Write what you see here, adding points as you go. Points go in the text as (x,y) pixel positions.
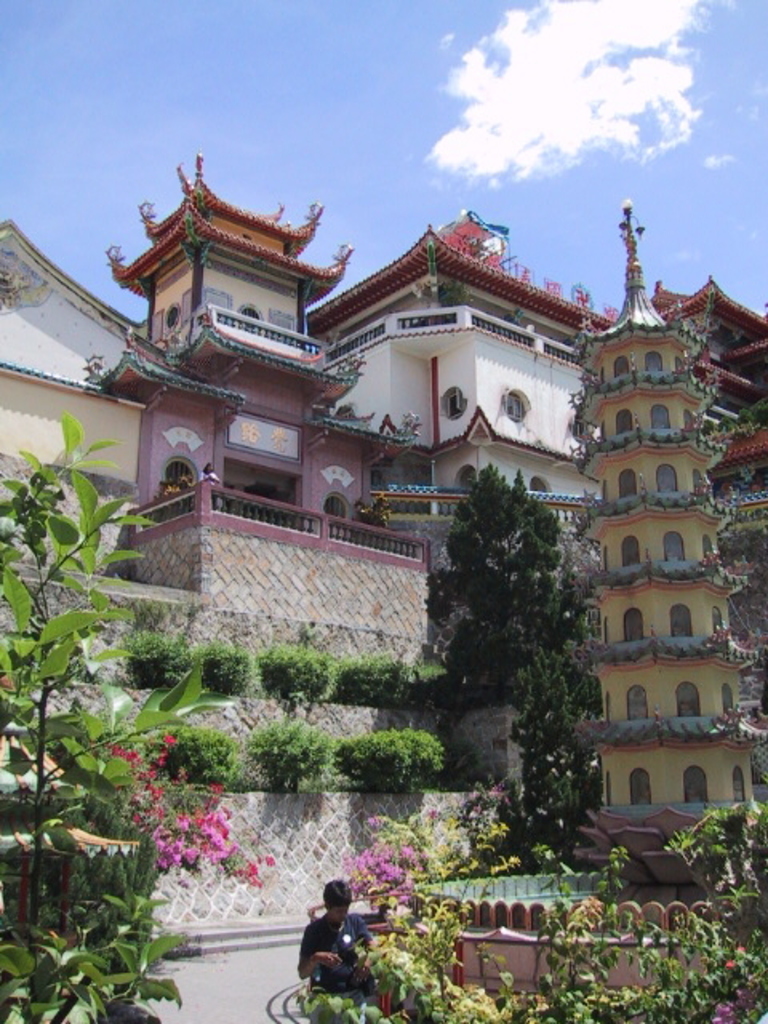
In this image there are many buildings (324,382) and in front of those buildings (634,573) there are few plants (92,770) and trees (62,732), there is a person (343,961) standing in front of one of the tree (407,966).
